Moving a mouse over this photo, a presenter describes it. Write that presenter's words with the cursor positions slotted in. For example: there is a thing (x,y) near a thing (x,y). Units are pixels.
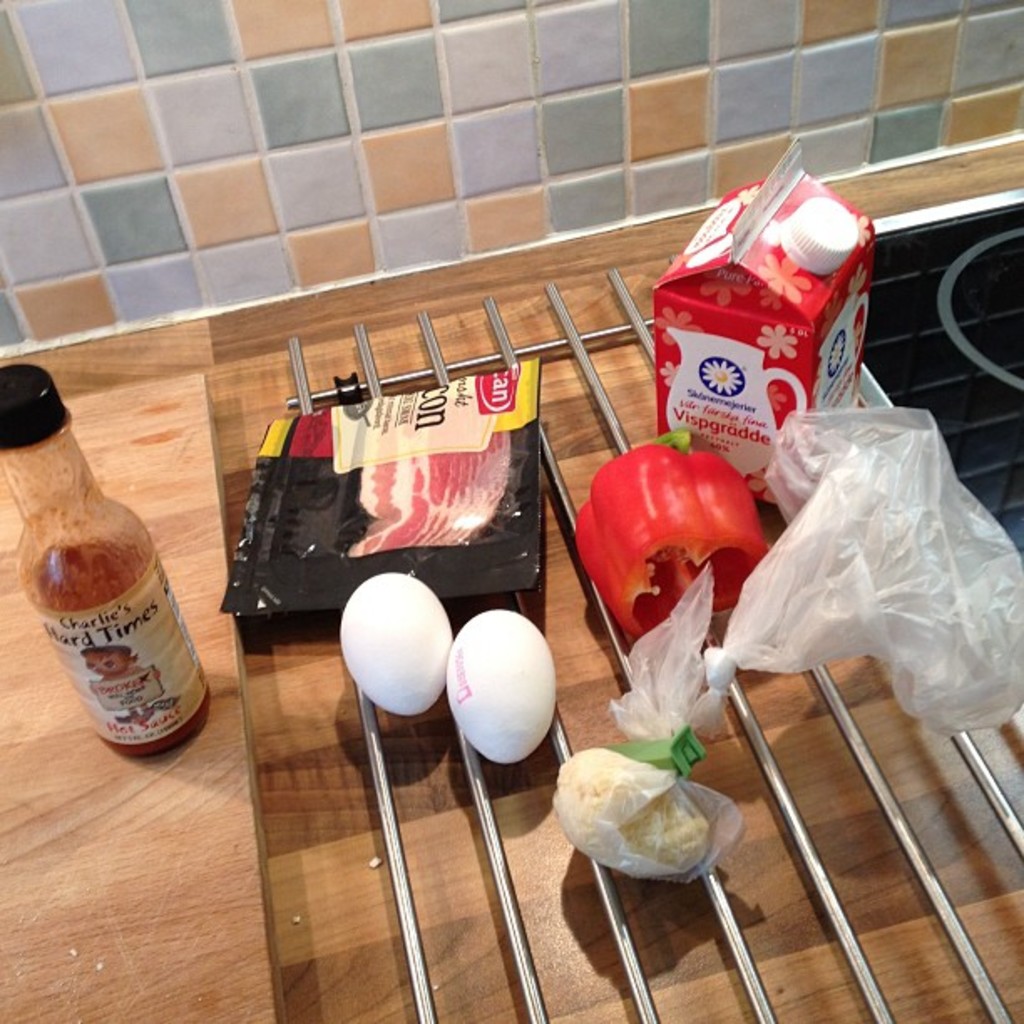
In this image we can see a bottle (151,720) placed on the wooden surface (106,910). We can also some eggs (417,636), covers (634,685), capsicum (683,553) and a container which are placed on the grill (991,774). On the top of the image (251,255) we can see a wall (178,156) with some tiles (407,61).
